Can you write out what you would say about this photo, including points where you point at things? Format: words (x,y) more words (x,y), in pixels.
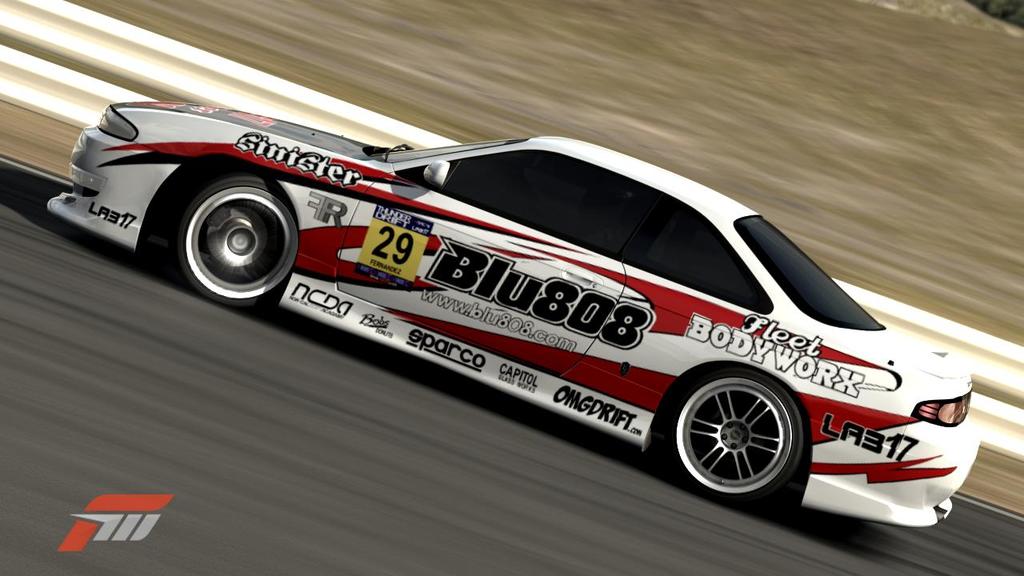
In this picture, we see a car (631,297) in white and red color is moving on the road (286,350). At the bottom (300,437), we see the road (251,403). Beside the car (302,273), we see a road railing (267,89). In the background (634,74), we see the grass (888,124). This picture is blurred in the background (757,156).
